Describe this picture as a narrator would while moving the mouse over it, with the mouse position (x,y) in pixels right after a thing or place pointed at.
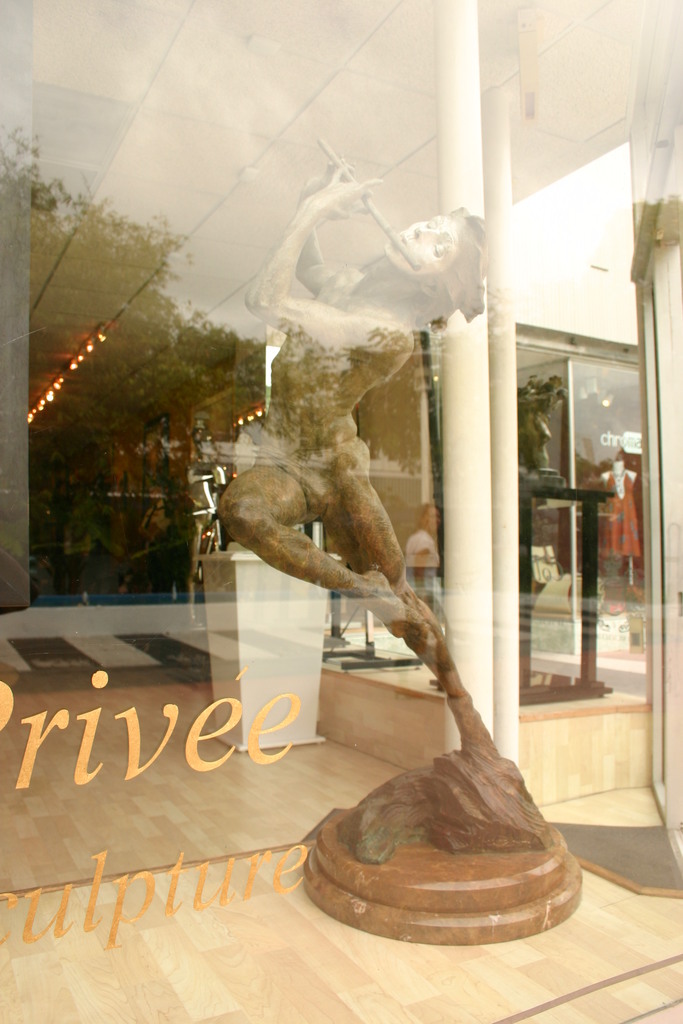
In this image, we can see a glass door (344,681) and there is some text (165,732) on it, through the glass (330,436) we can see a sculpture (380,588), lights (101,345), a mannequin (604,518), a stand (240,570) and some other objects (479,527).
